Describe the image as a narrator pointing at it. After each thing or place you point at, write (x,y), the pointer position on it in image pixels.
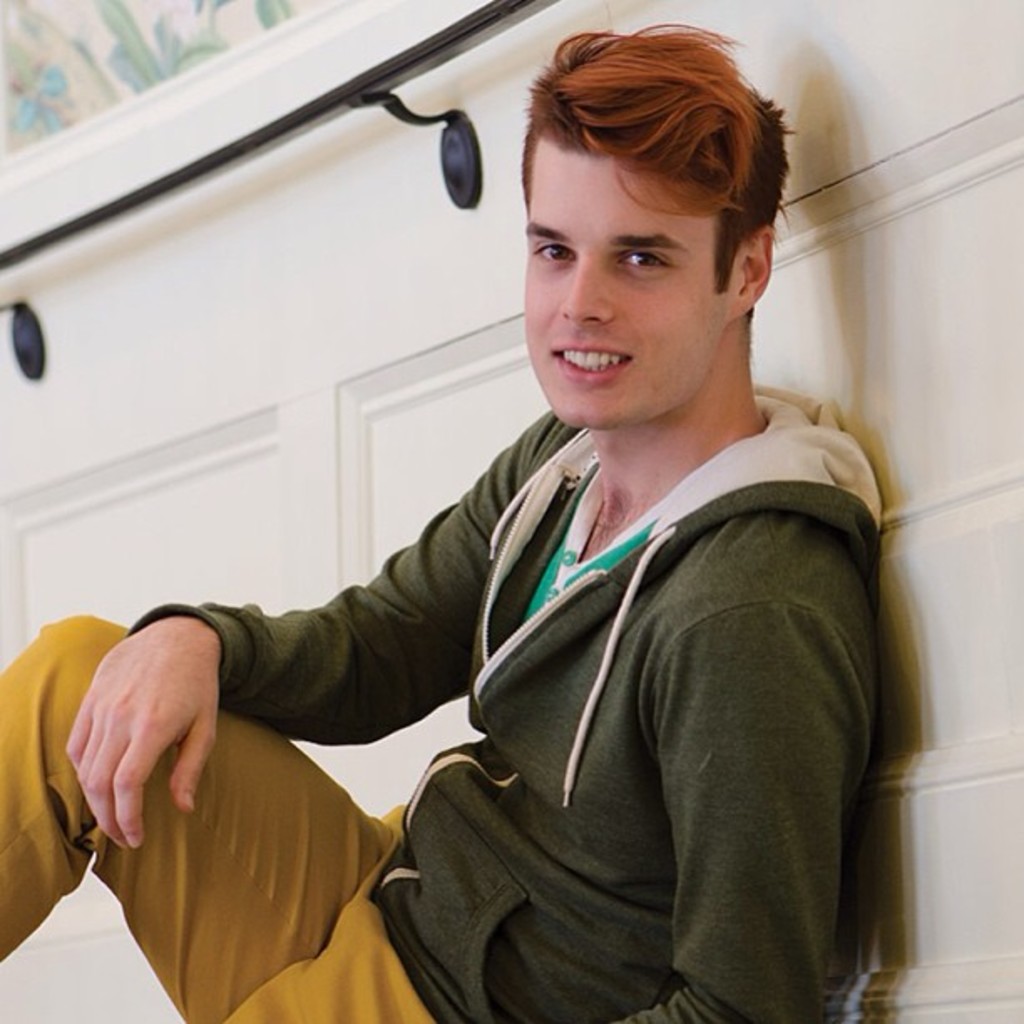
In the middle of the image (515,635) a person (763,594) is sitting and smiling. Behind him there is wall (89,305).
